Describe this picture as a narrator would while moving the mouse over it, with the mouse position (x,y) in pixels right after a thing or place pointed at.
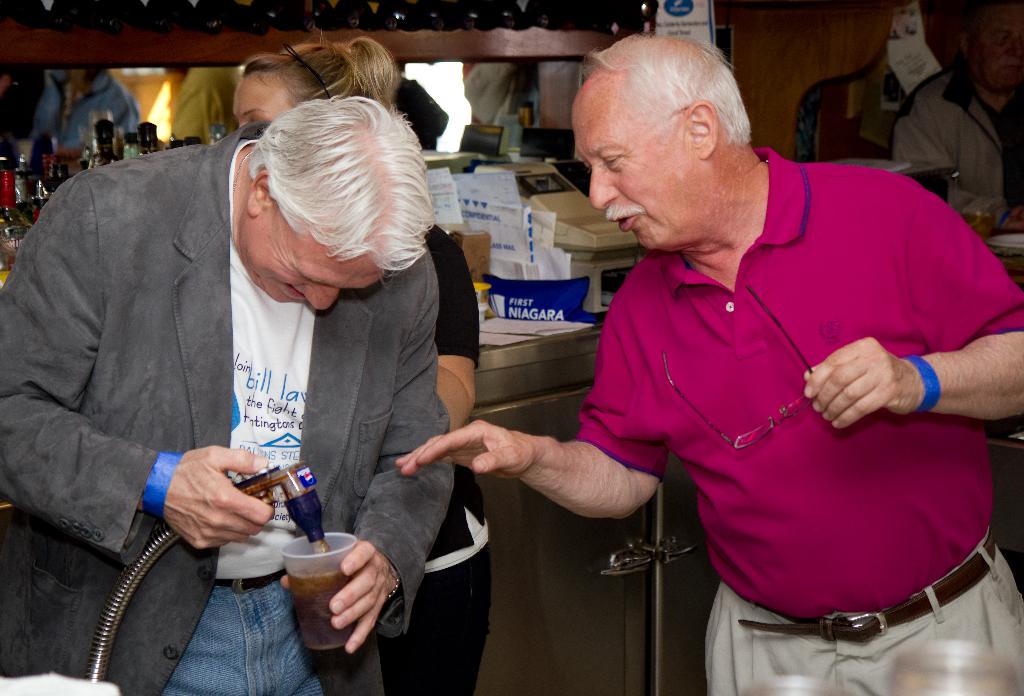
In this image we can see people (620,374), papers (561,330), devices (563,148), posters (868,105), and few objects (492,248). There are bottles (153,0) on the racks (130,41).
